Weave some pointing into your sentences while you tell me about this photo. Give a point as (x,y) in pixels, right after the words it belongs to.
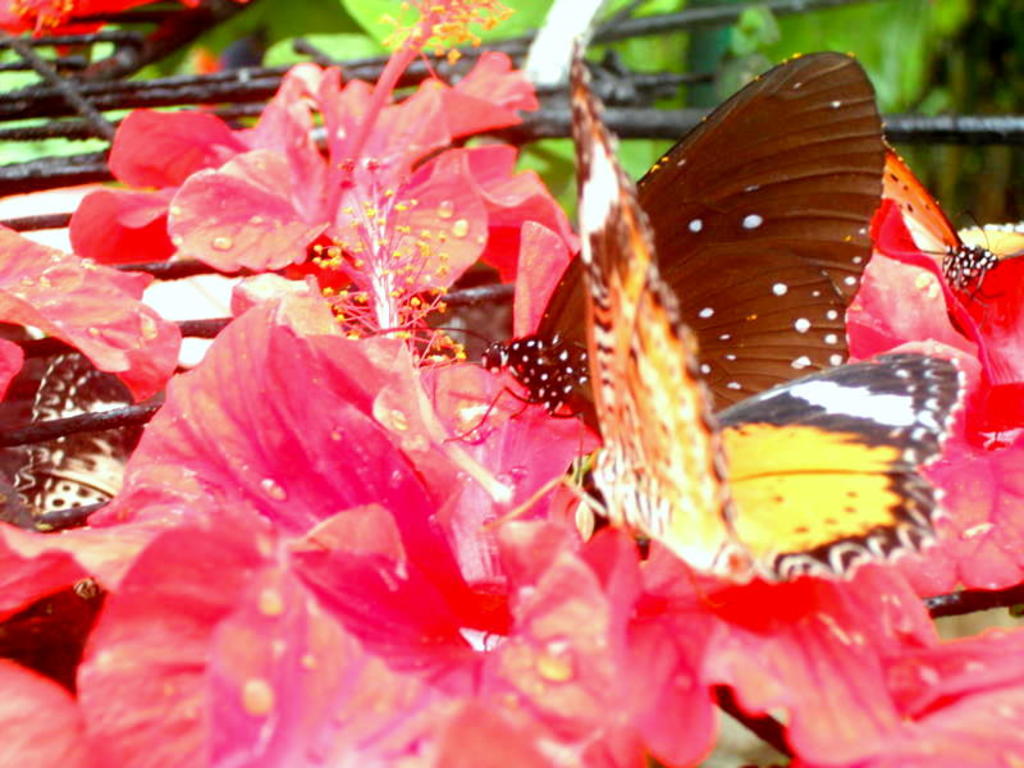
In this image we can see butterflies (69,384) on flowers (500,506). In the background (97,26) it is blur.
